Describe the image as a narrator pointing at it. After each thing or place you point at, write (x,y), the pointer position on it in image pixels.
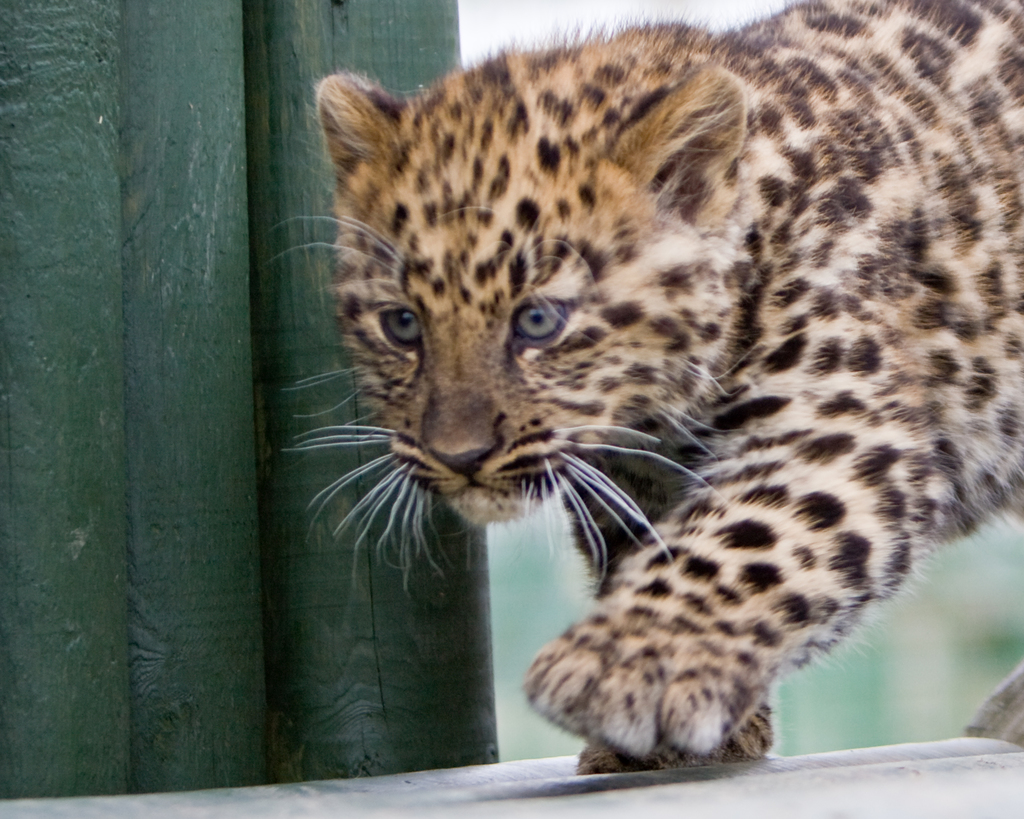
In this image we can see an animal (844,332). There is an object (312,531) at the left side of the image (331,641). There is a blur background (892,654) in the image.
